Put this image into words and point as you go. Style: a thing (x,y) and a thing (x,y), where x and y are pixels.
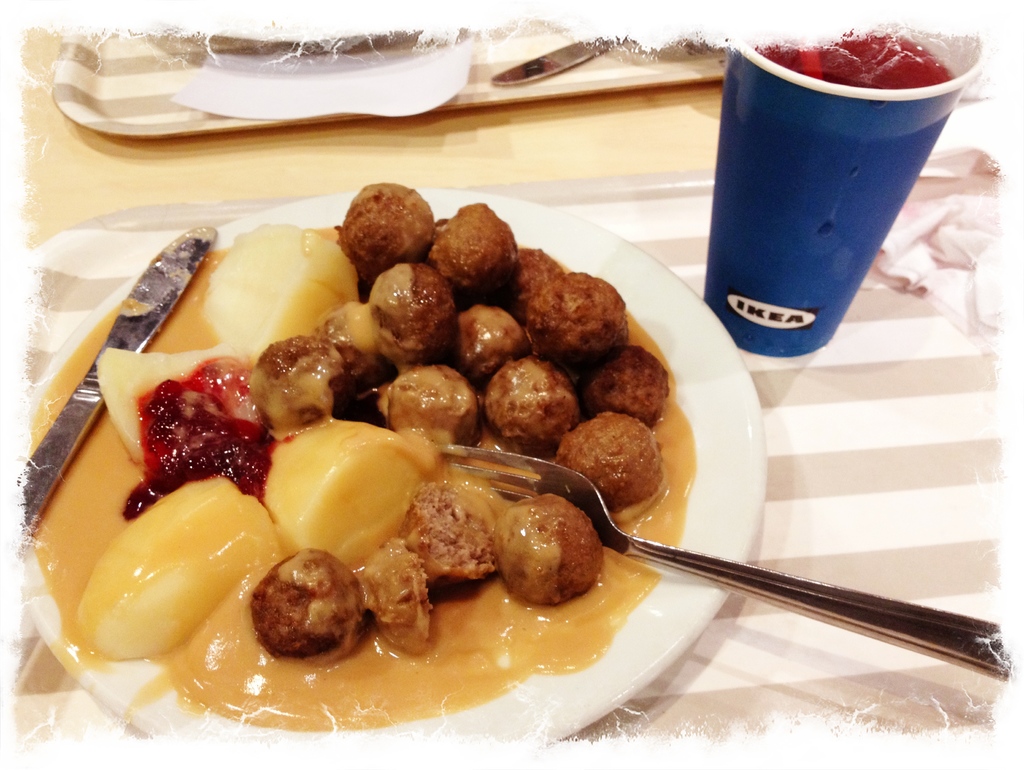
The picture consists of a table (173,178), on the table (349,161) there are trays (709,225), tissues (340,93), knives (509,70), fork (908,634), drink (826,56) and food items (324,419). The picture has white border (767,759).
